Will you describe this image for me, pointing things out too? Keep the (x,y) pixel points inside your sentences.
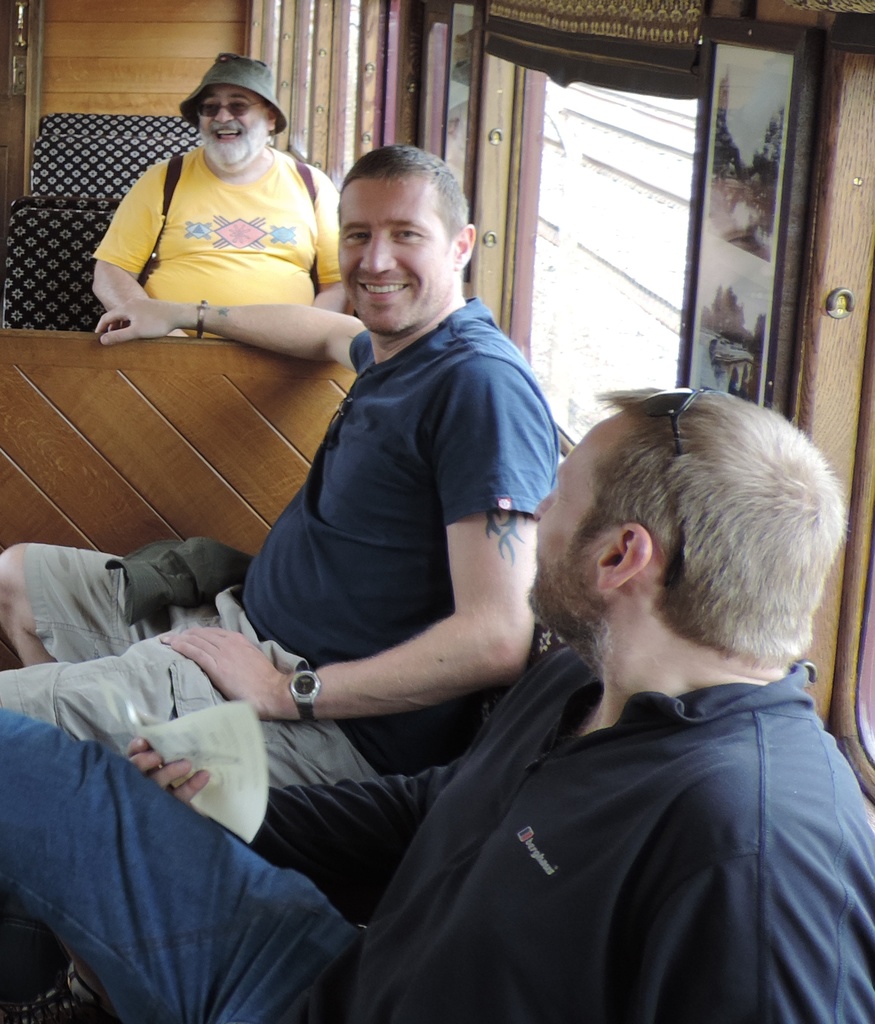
In this image I can see three people (363,715) with different color dresses (405,475). I can see two of these people (202,235) are wearing the goggles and one person (223,178) with the hat (246,80). These people (564,465) are sitting in the vehicle (353,375). To the side I can see the window (567,156).
